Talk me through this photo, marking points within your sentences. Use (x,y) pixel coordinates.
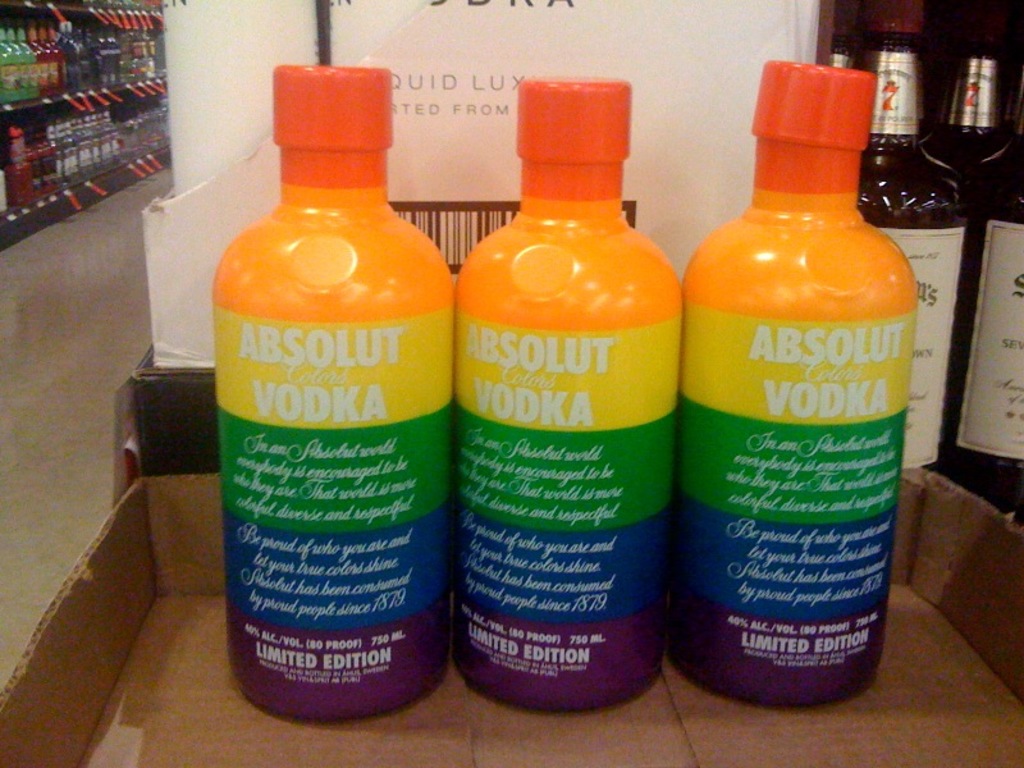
In this picture we can see three bottles (697,528) in the box (969,727). This is the floor (29,374). And even we can see some bottles (88,128) in the rack (91,177).
